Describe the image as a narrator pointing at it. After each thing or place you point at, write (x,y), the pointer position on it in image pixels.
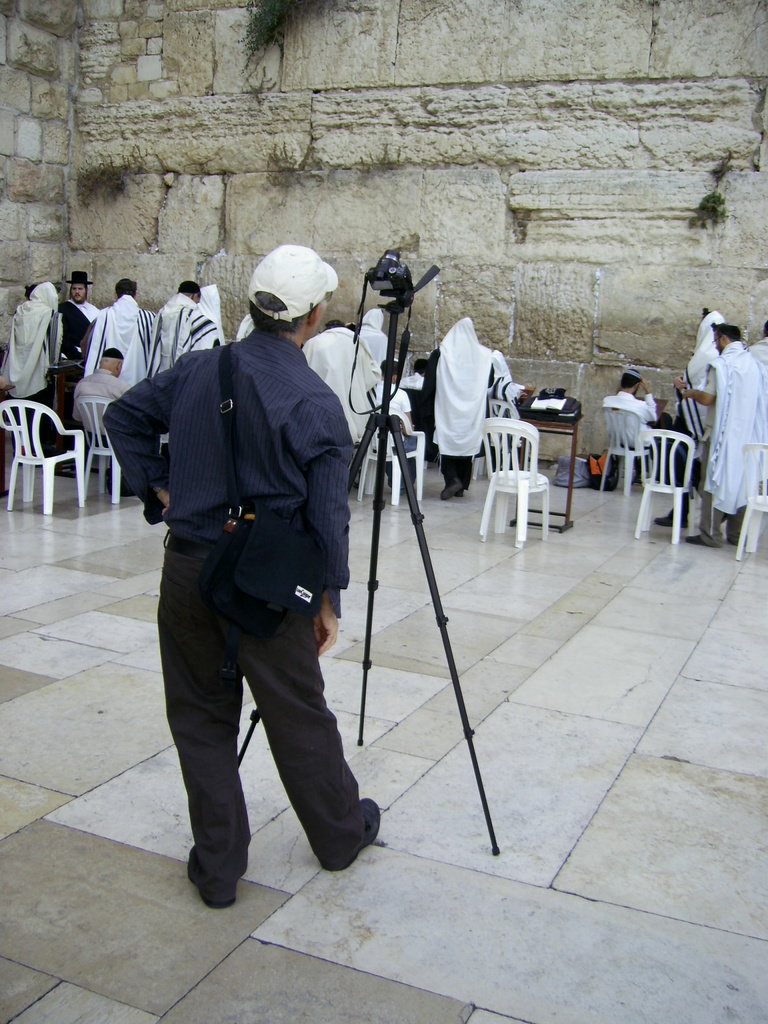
This picture describes about group of people (506,394) few are seated on the chair (26,482) and few are standing in the middle of the given image A man (278,428) is standing in front of the camera (393,285), and we can see a wall (444,190).
